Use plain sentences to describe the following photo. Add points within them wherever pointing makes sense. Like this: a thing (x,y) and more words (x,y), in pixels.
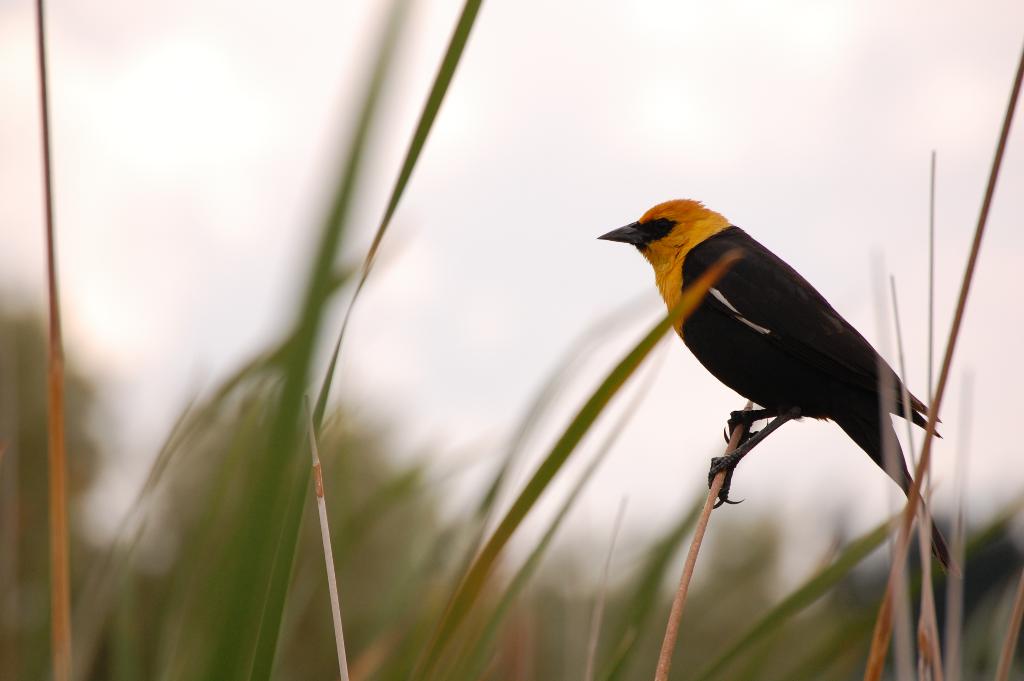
In this picture I can see there is a bird (736,420) and it has some black feathers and there is grass (426,545) here and in the backdrop (526,277) the sky (617,186) is cloudy.
